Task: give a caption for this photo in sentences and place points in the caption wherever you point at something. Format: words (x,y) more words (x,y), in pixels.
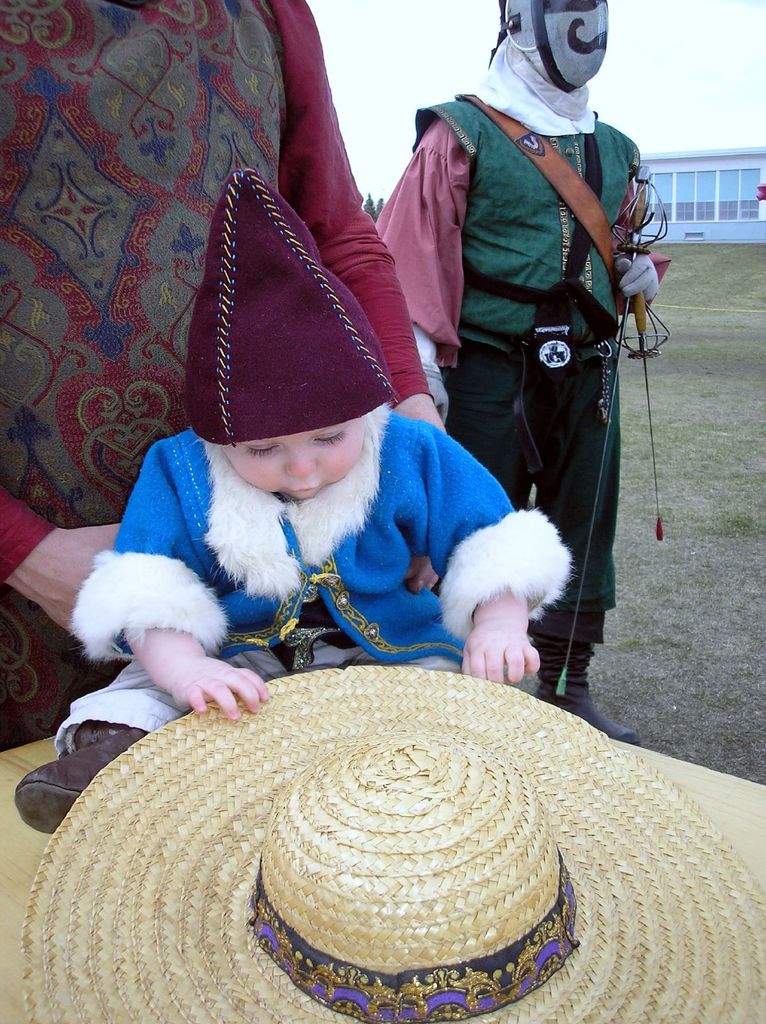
In this image I see a baby (333,579) over here and I see 2 persons (388,308) and I see that this person (556,189) is wearing mask (510,31) and I see a hat (490,729) over here. In the background (746,253) I see the ground (722,352) and I see a building (720,169) over here and I see the sky (412,96) and trees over here.
